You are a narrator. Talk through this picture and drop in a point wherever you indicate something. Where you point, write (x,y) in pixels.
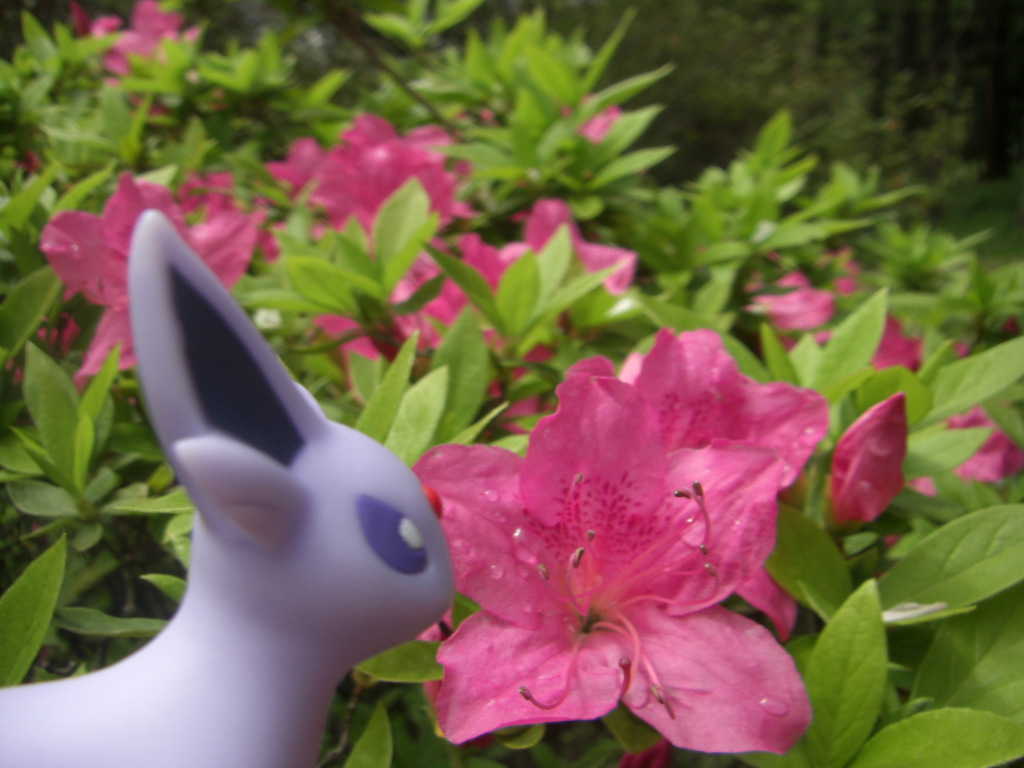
In this image I can see plants (554,194) and flowers (571,495) and I can see toy (290,514) on the left side (50,705).
